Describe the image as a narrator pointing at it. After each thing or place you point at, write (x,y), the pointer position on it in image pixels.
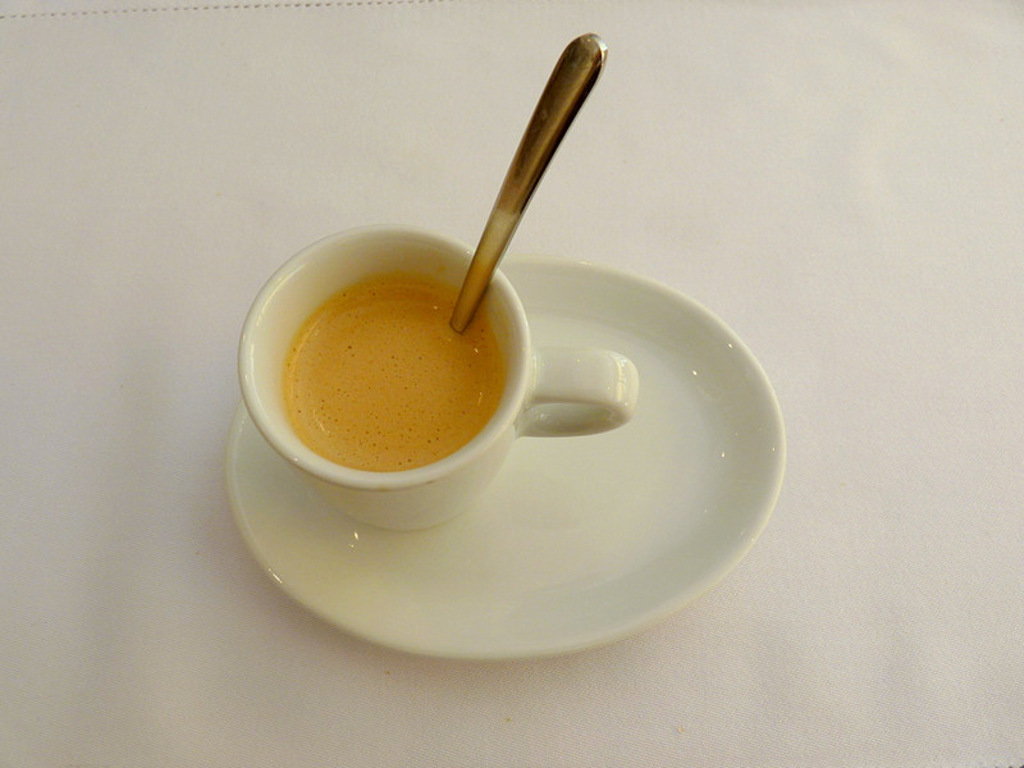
In this image there is a cup (384,481) and a saucer (556,558). There is drink (388,378) in the cup (420,402). There is a spoon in the cup (467,250). The background (137,564) is white.
